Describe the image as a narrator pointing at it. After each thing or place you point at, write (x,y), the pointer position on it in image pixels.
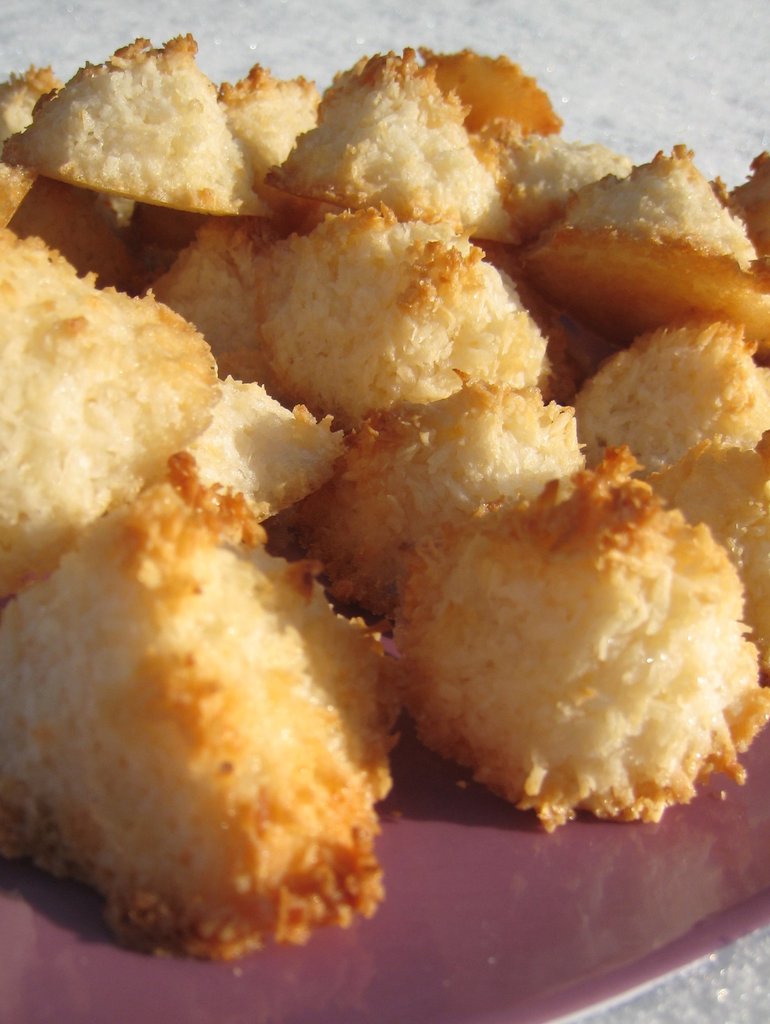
In the center of the image (322,480) we can see a food item (369,492) is present on the plate (758,831).
